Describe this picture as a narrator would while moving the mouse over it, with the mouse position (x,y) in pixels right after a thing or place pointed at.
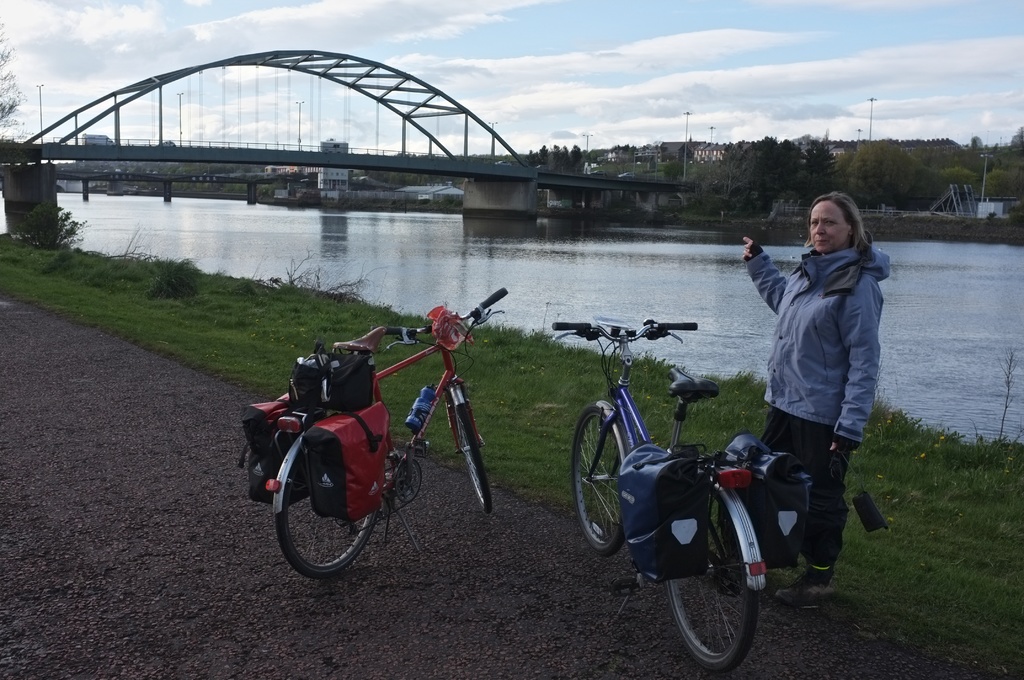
In this image we can see a woman (824,418) is standing by wearing grey color jacket (829,340), in front of her two bicycle (733,507) are there and grassy land (543,393) is present. Behind her lake (494,246), trees (723,168) and bridge (189,145) is present. The sky (554,42) is in blue color with some clouds (499,61).
